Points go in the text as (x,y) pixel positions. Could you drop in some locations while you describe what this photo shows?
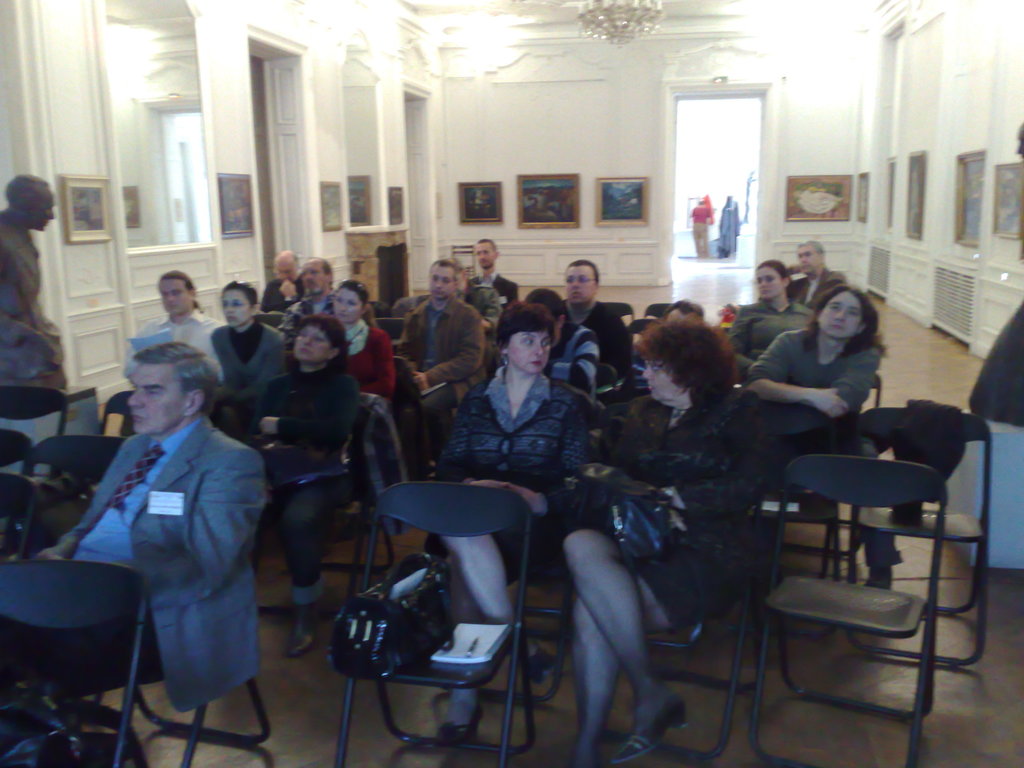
In this image in the center (484,348) there are a group of people (466,588) who are sitting on chairs (464,517), and in the background (433,156) there is a wall (932,193). On the wall (780,201) there are some photo frames (909,216) and in the background (700,215) there are two persons (734,214), on the top (608,16) there is one chandelier (596,21).
